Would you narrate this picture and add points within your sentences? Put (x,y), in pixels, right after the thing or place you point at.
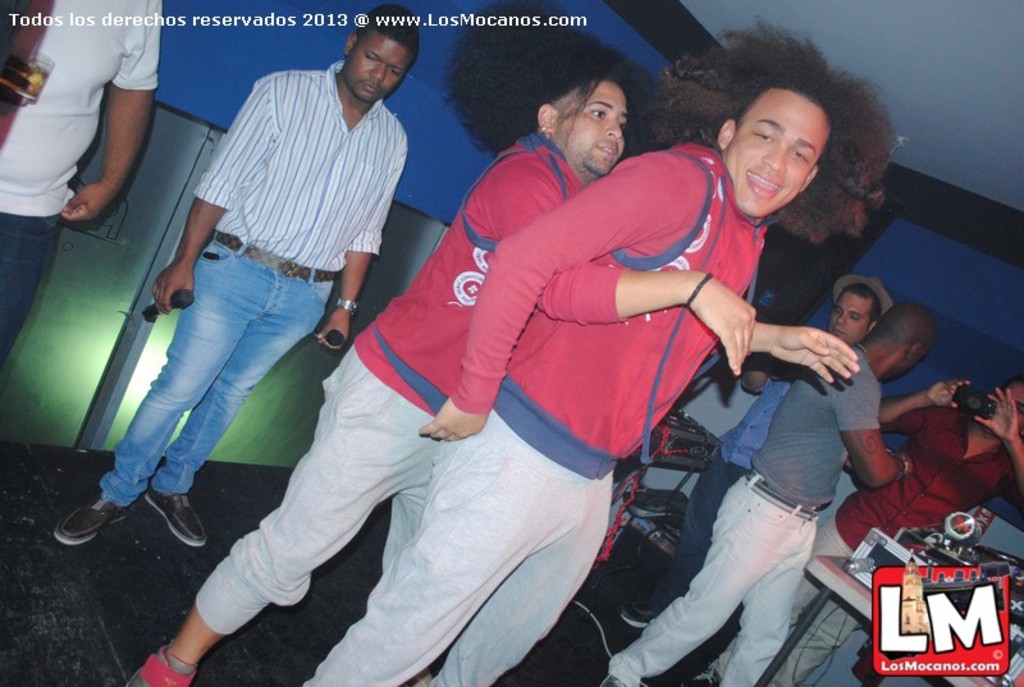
In this image we can see a person's (458,407) dancing on the floor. In the background (824,446) there are musical instruments (958,561), group of persons (839,300), wall (922,281) and ceiling (873,50).
